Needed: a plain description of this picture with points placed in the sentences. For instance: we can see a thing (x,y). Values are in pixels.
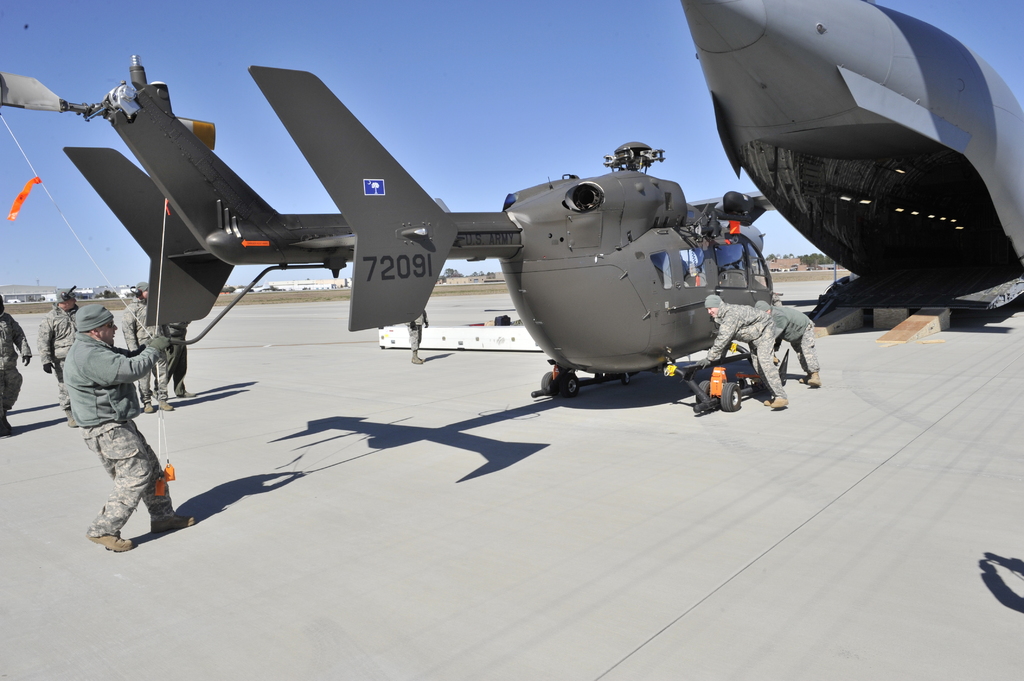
In this image we can see a helicopter (723,283) and an airplane (926,174) placed on the ground (170,452), group of persons (118,383) are wearing uniforms (135,461) and cap (106,316) are standing. One person (112,426) is holding a rope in his hand (160,349). In the background (478,118), we can see group of buildings (22,299) and the sky (438,111).
